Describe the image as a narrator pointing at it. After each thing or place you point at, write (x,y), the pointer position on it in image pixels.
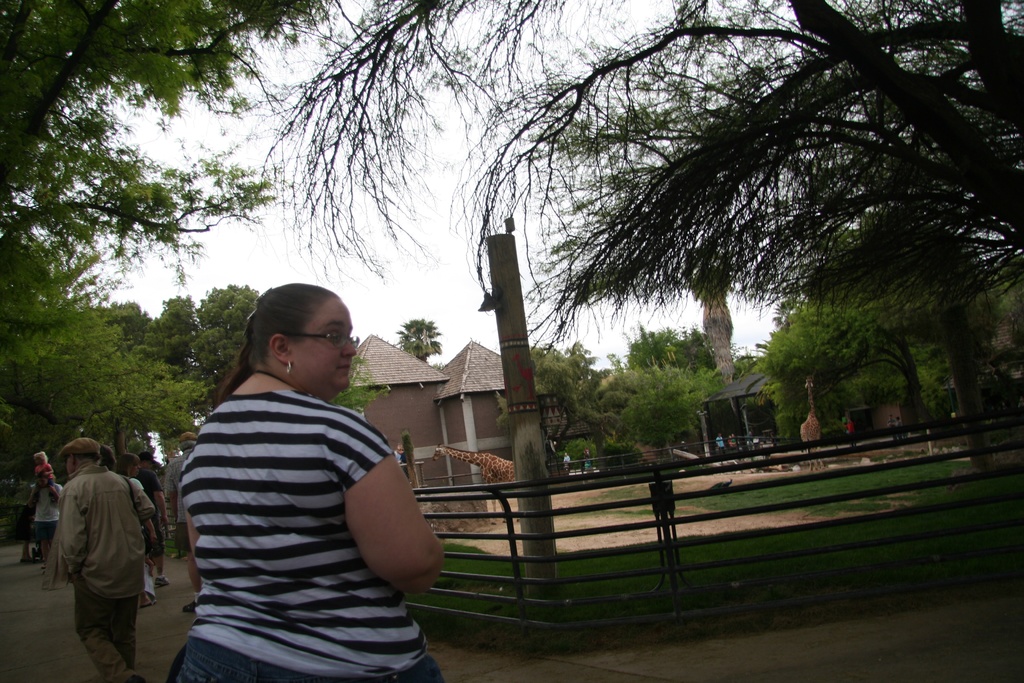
In this image there are people (145,593) walking on a road (144,630), in the background (510,534) there is a railing (537,558), giraffes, trees (592,443), houses (483,387) and the sky (430,254).
